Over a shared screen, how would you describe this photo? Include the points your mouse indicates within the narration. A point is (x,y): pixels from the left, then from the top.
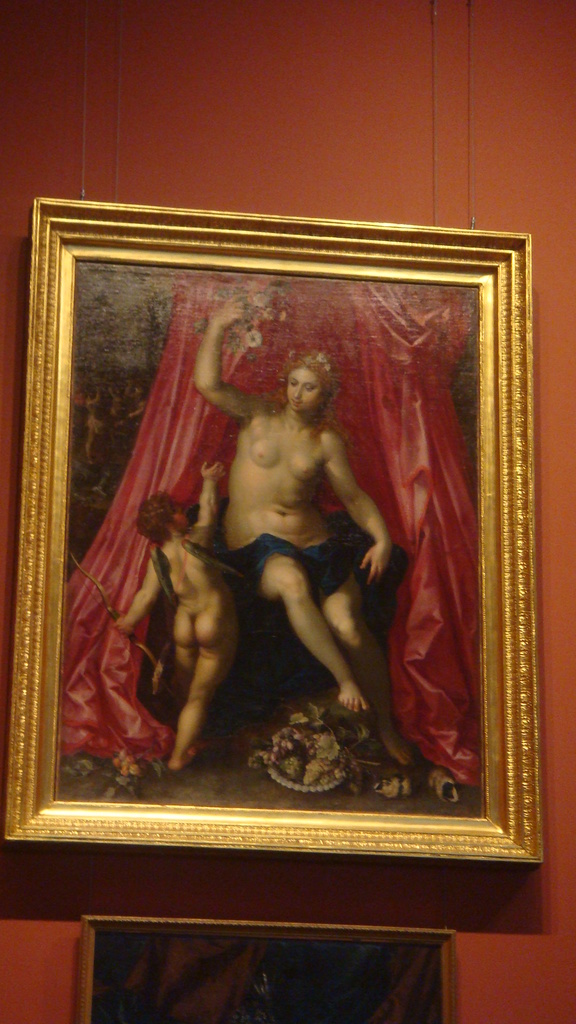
In this picture, we see two photo frames (294,725) are placed on the brown wall (500,126).
